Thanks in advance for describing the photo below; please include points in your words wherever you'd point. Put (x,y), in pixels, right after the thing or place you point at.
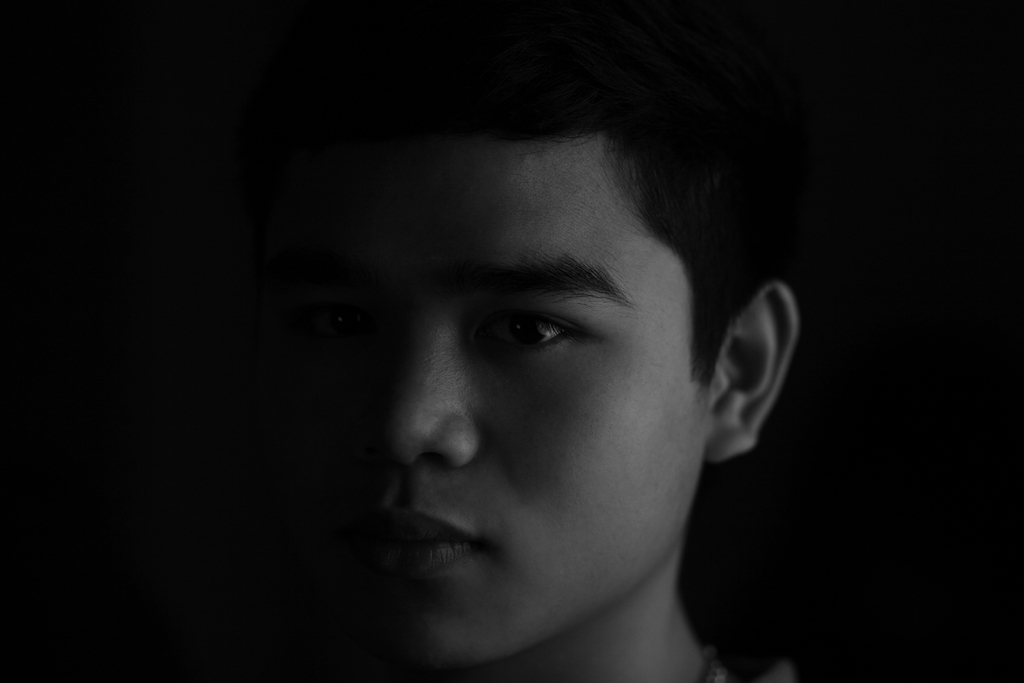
In this picture I can see a man (433,359) and I can see dark background (188,603).
